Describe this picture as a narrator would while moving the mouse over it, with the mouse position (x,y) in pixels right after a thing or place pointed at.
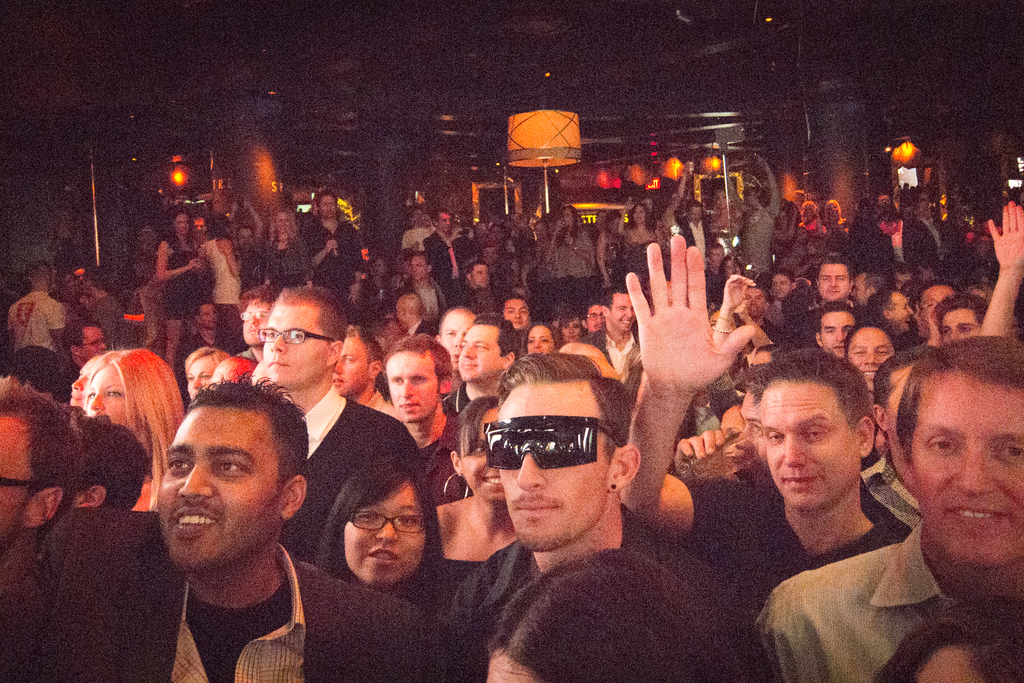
In this image I can see few lights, poles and the group of people (299,289). The image is dark.
